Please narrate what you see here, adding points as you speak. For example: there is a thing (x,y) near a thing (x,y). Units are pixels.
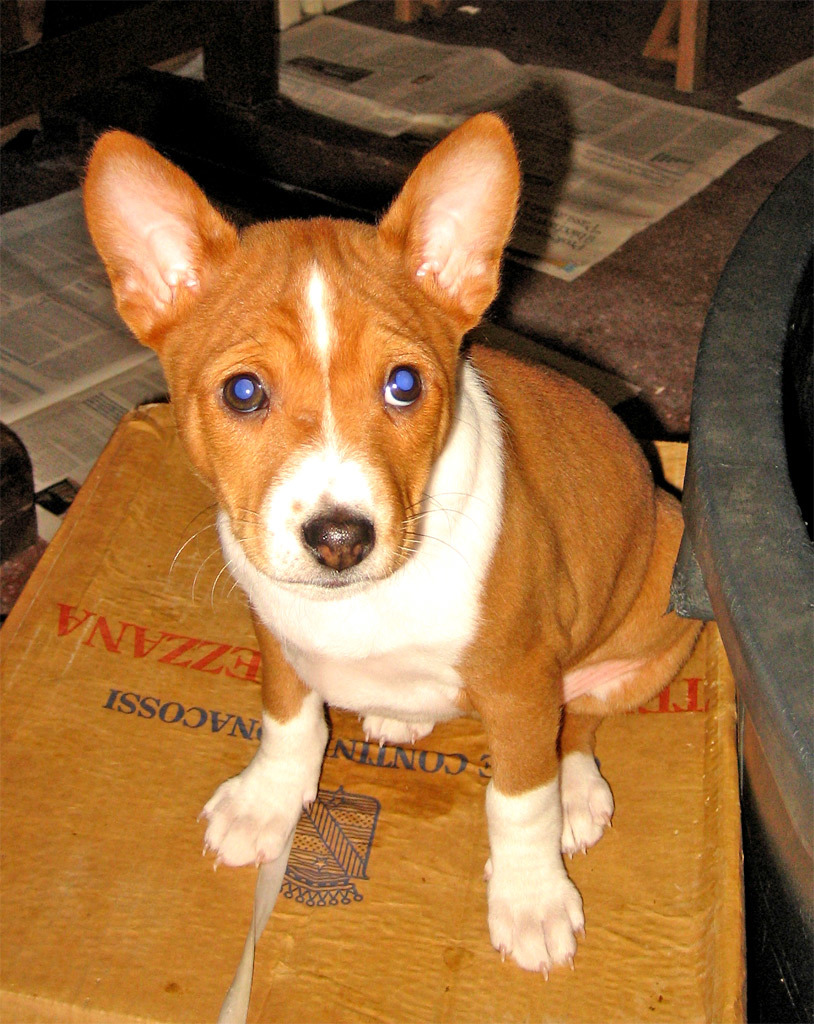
In this image I see a dog (459,132) which is sitting on a cardboard sheet (122,526). In the background (14,285) I can see few papers (781,114) on the ground (515,5).
